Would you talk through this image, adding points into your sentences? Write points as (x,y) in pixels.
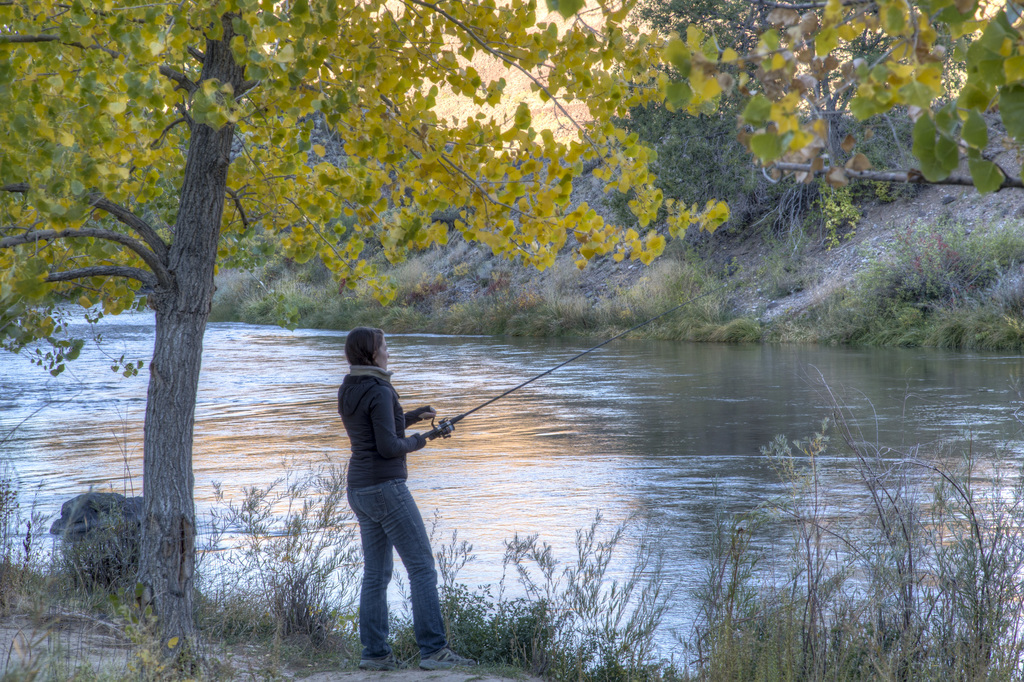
In this image, we can see a woman (387,476) is holding a stick (451,421) and standing. At the bottom (320,664), we can see few plants (835,669), grass (87,601). In the middle (420,406), there is a river (215,461). Here we can see so many trees (60,291).
